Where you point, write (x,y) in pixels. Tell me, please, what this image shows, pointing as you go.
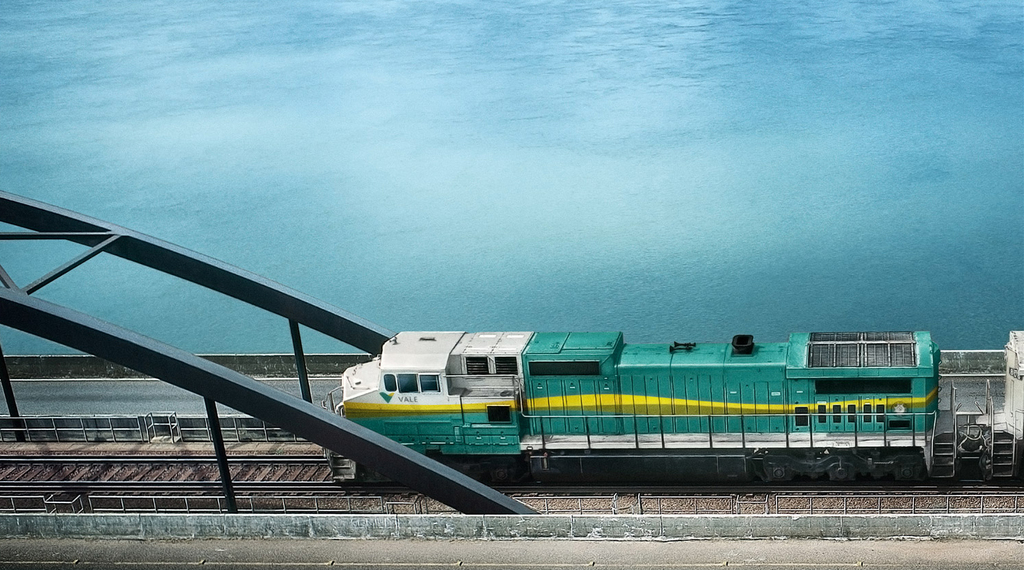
In this image I can see a train (649,407) on a railway track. Here I can see poles (297,430), fence (253,428) and water (412,176).
